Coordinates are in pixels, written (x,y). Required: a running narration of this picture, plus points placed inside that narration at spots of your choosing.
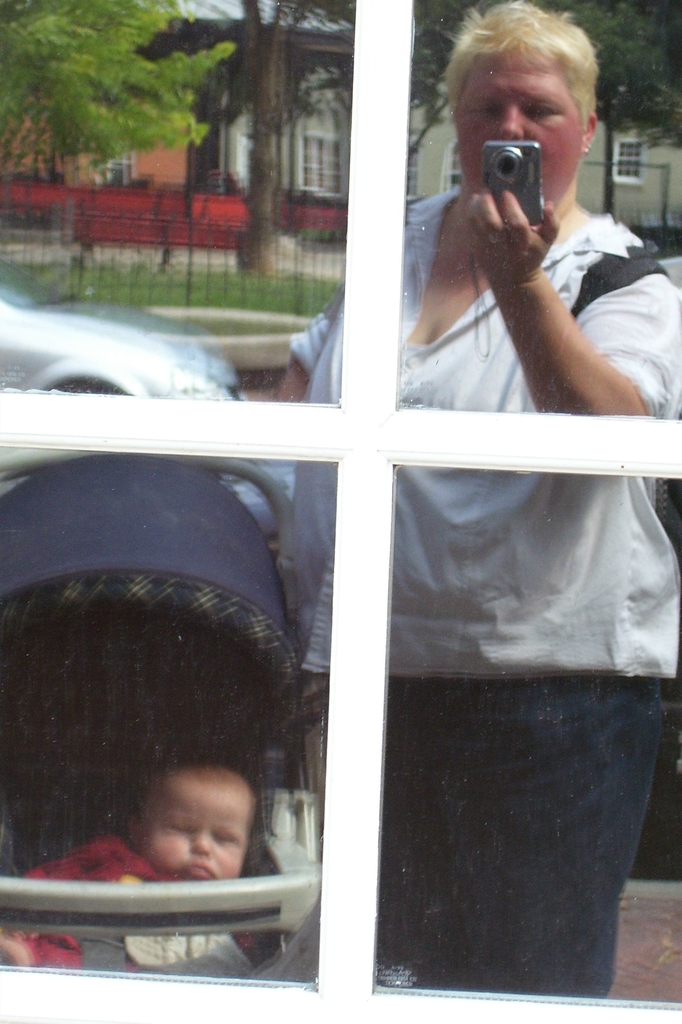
In the foreground of this image (508,687), in the glass reflection (514,714) of a glass window (527,624), there is a person (571,701) standing and holding a camera (506,189). Beside her there is a baby (208,779) in the cart (194,624). In the background (151,355), there is a vehicle (167,343), trees (272,265), railing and buildings (322,109).
